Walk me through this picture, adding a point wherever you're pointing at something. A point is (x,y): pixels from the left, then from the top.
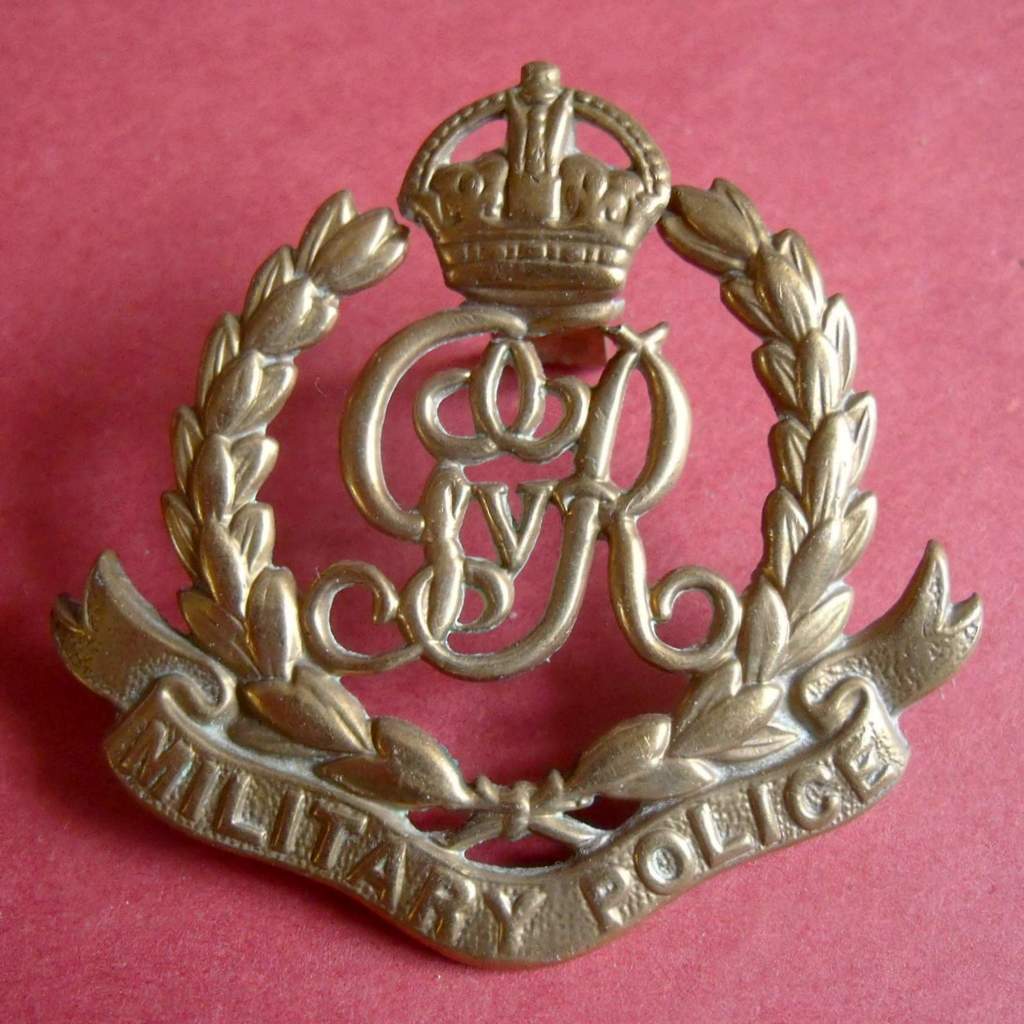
In the middle of this image (452,666), there is a badge (198,721) on a surface (306,985). And the background (288,932) is pink in color.
